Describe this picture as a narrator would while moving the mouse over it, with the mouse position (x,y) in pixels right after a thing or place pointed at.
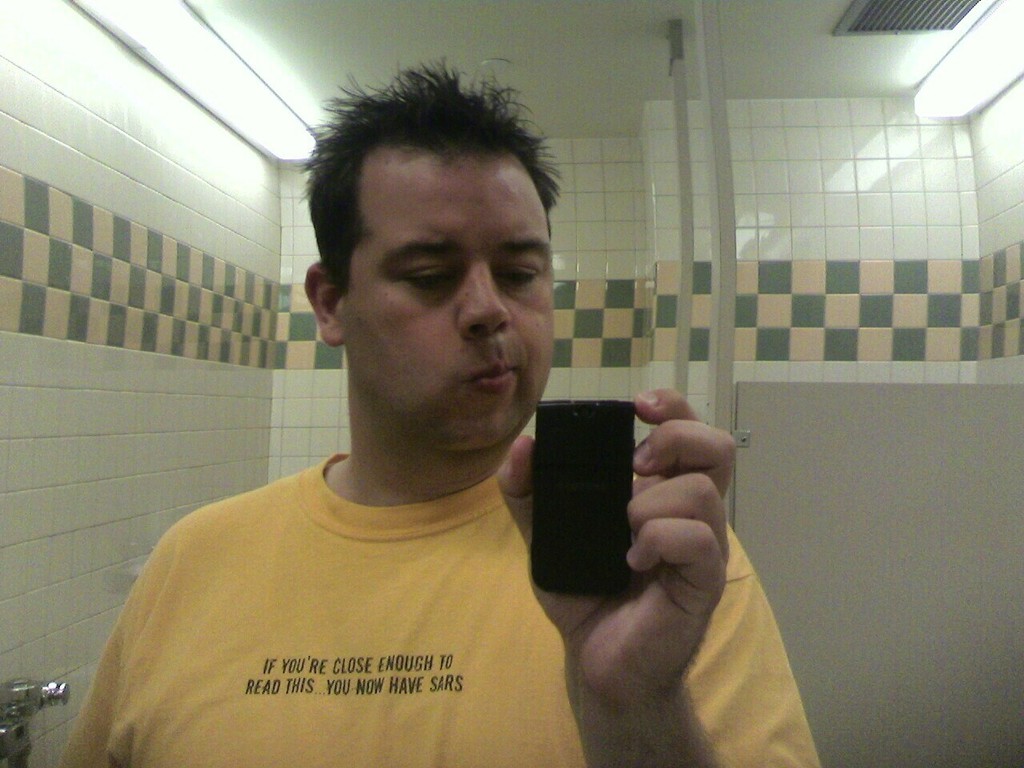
In the foreground (295,604), I can see a person (468,604) is holding an object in hand (675,623). In the background (164,185), I can see a wall (214,191) and lights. This image taken, maybe in a room (313,379).
